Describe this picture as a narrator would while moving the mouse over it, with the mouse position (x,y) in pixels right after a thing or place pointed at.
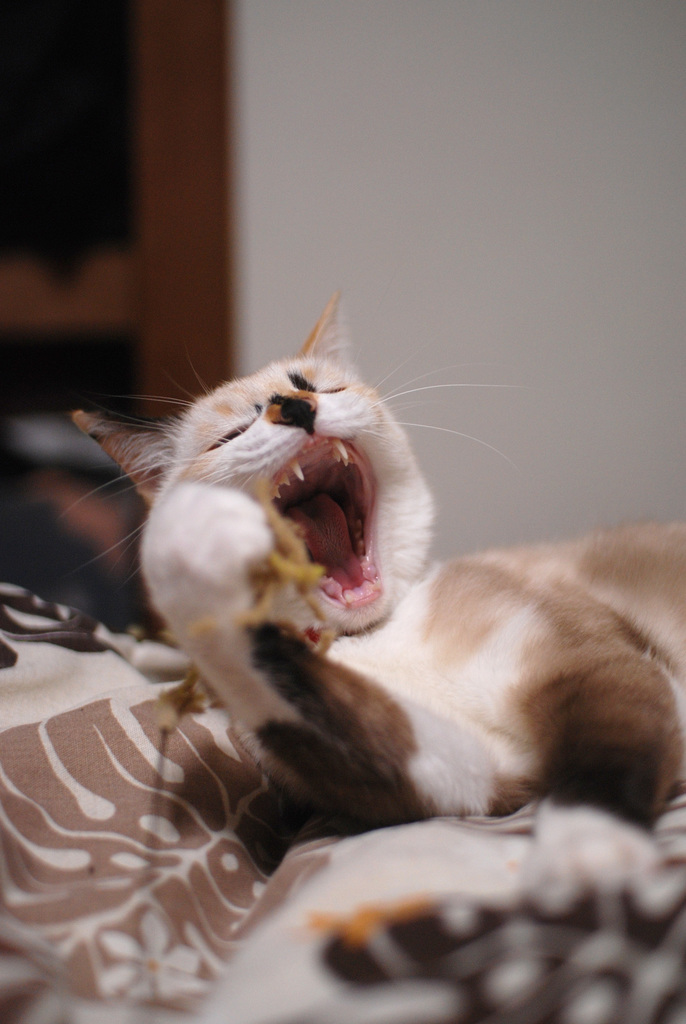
In this image there is cat (393,760) lying on a cloth (145,808). Its mouth (369,593) is wide opened. Behind it there is a wall (287,195).
